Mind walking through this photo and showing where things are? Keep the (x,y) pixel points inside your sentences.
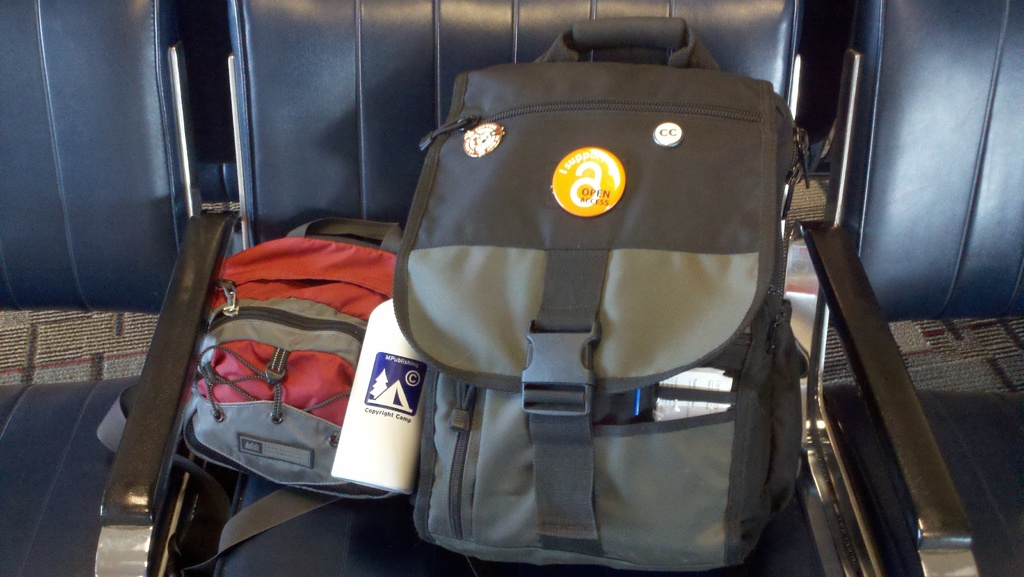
In this picture we can see two bags (527,403) on the chair (332,549) and there are three chairs (422,130).
